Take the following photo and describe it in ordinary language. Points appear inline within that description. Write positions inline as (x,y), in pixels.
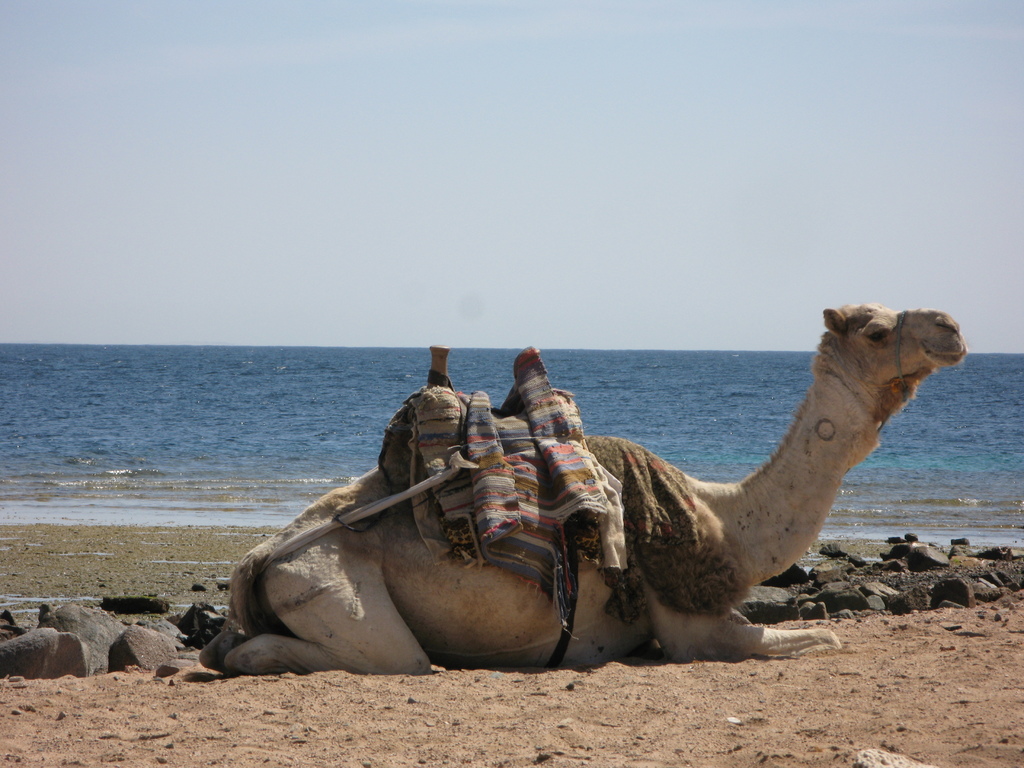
In this image I can see a camel (441,584) sitting on the sand (547,698). I can see the stones (779,614). In the background (671,445), I can see the water (316,365) and the sky (426,194).
